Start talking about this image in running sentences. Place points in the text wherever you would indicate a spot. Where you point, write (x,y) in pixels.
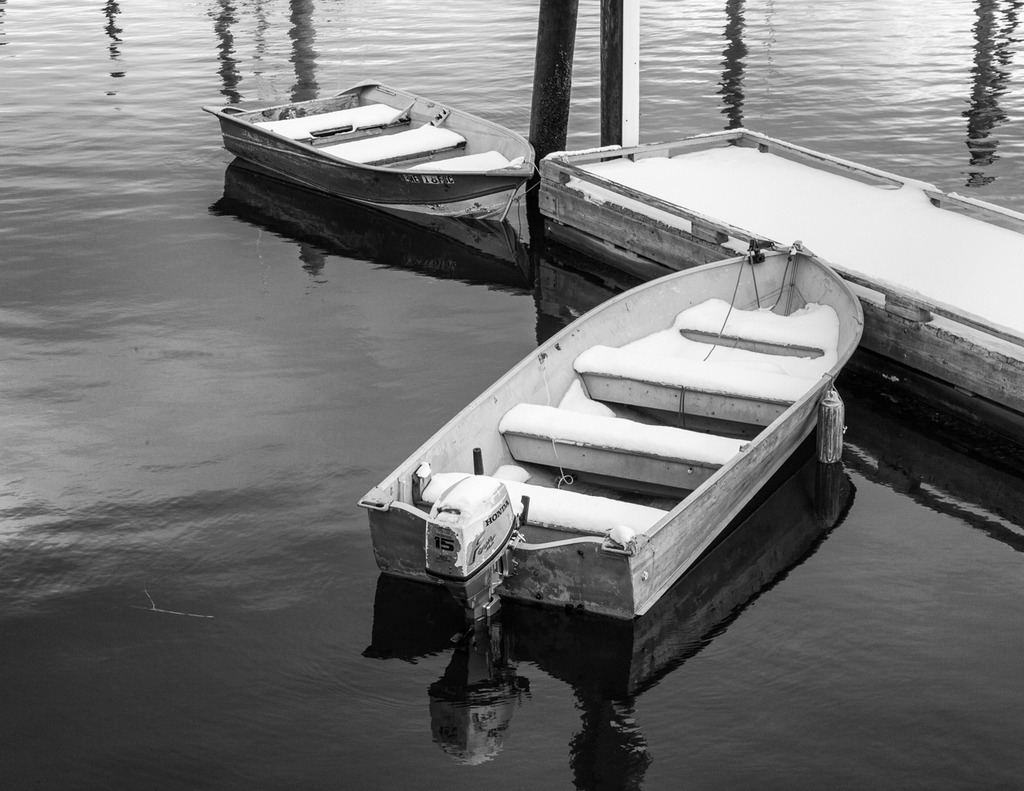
This is a black and white picture. In this picture we can see boats (517,399) in the water (167,381). There is a walkway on the right side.
